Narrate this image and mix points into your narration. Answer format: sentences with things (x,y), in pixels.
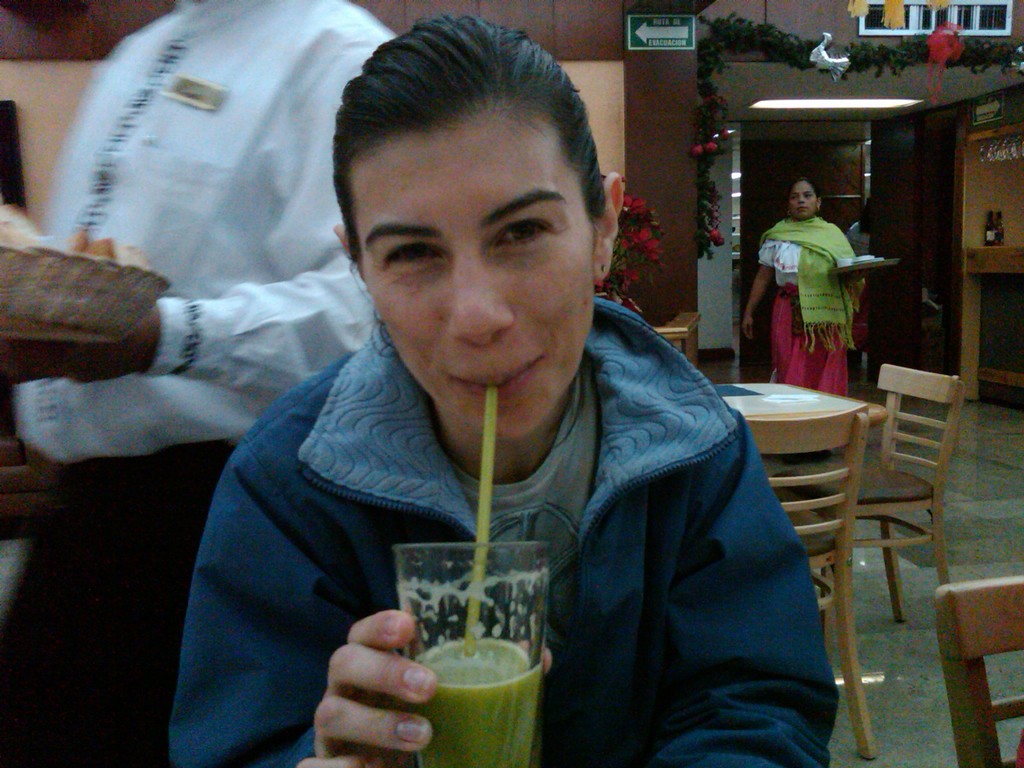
In this image I see a girl (532,291) in front (503,513) who is holding a glass (484,597) and I see a straw (487,543) in her mouth (493,382) and behind her I see a person (176,242) who is holding a thing (20,273). In the middle of this image (677,313) I see a tables (783,411) and I see 2 chairs (805,429) and I can also see a chair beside her. In the background (800,286) I see a woman (780,289) and I see few flowers (647,206) and leaves (765,41) and I see the wall (968,115).
